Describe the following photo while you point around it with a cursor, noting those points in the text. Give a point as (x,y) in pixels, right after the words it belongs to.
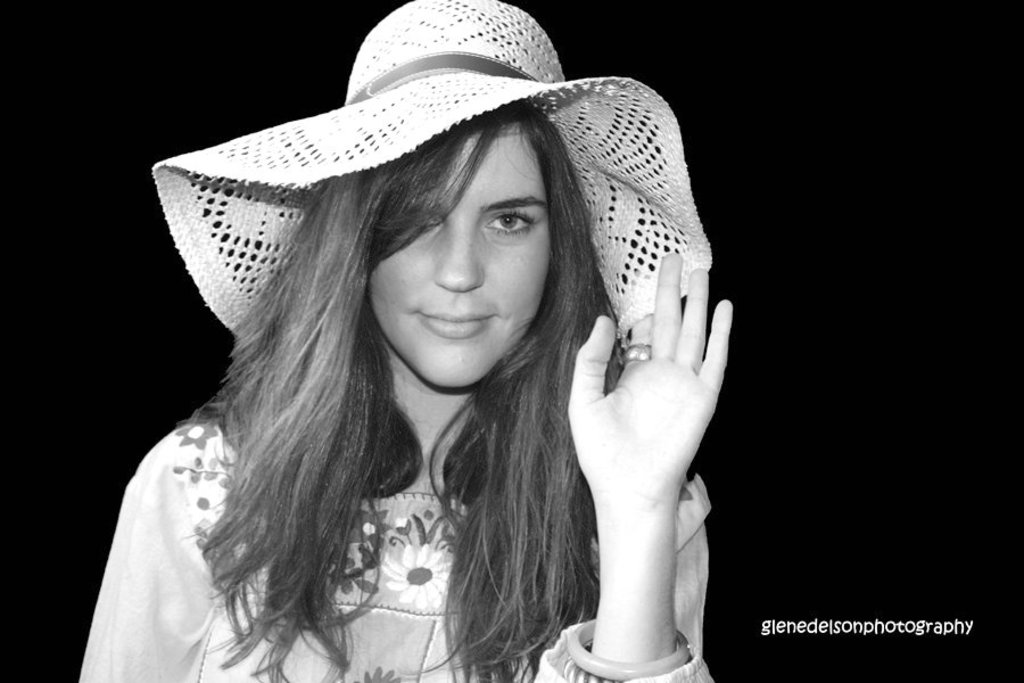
This image consists of a woman (368,501) wearing a hat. The background (852,73) is too dark. It looks like a black and white image.
